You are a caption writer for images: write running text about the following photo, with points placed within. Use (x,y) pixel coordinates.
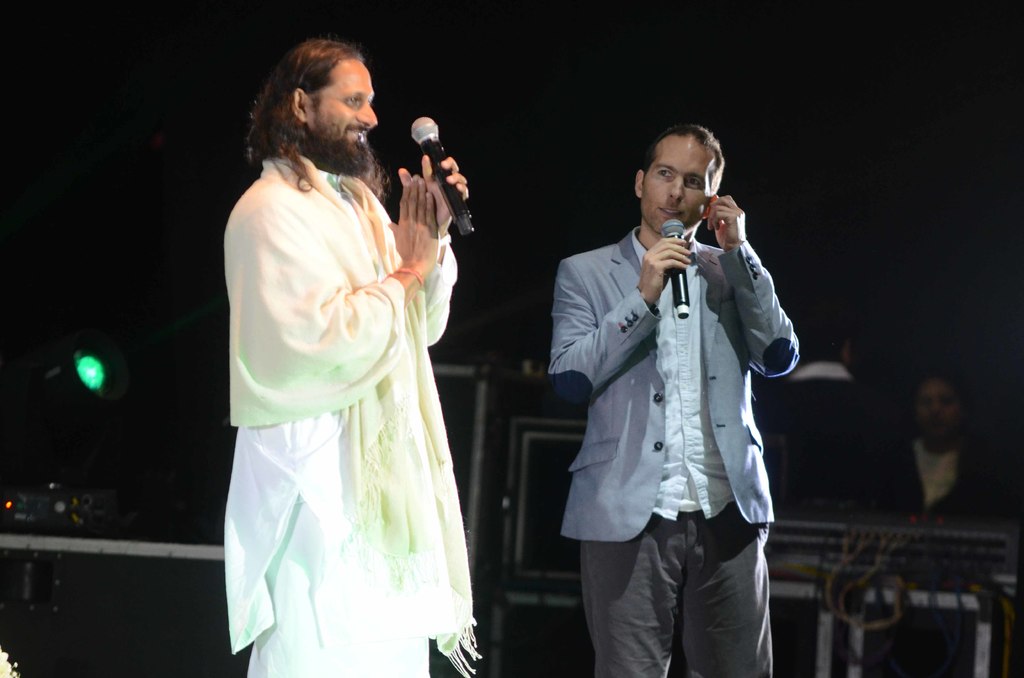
There are two people (341,367) standing and holding mike's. At background (961,508) I can see a person (912,447) sitting and these looks like some electronic devices (890,557).
